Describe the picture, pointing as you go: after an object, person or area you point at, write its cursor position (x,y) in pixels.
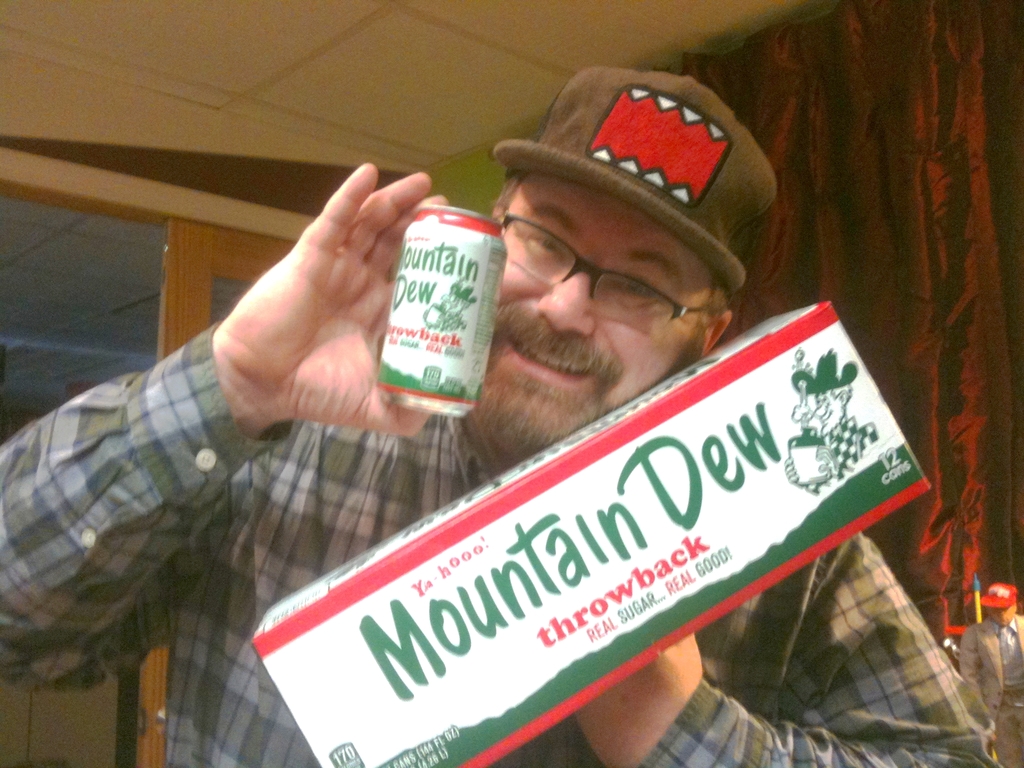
Here we can see a man (582,741) holding a box (624,578) and a tin (495,271) with his hands (617,710). In the background (1007,741) we can see a curtain (976,338), person (973,634), door (239,265), and ceiling (331,93).
